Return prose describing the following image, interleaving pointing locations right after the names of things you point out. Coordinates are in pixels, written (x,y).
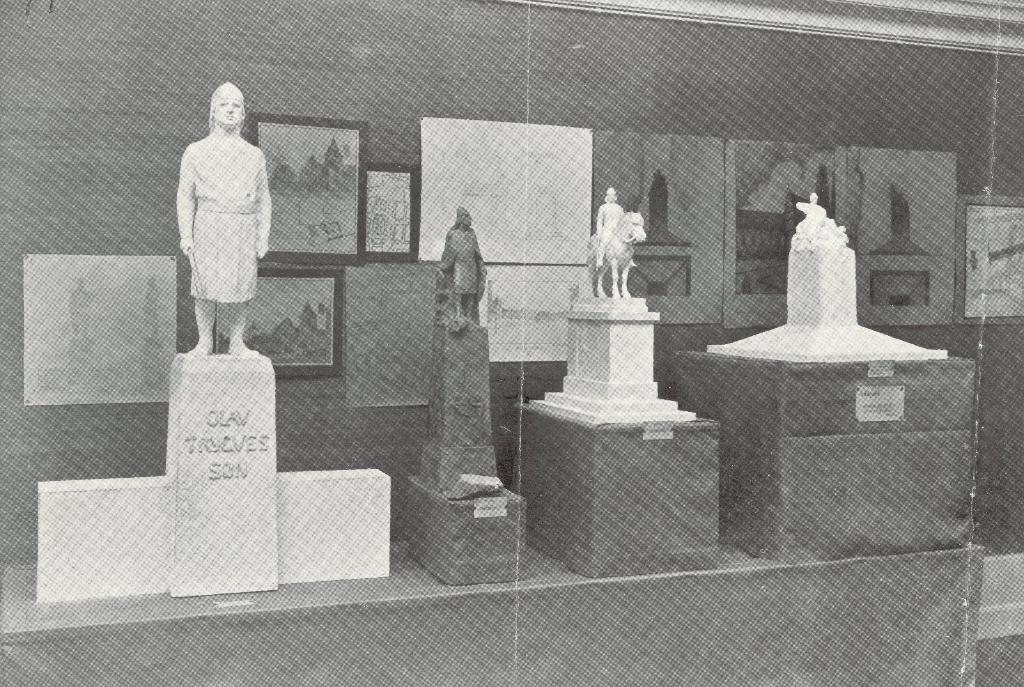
We can see sculptures (455,300) on stones (191,471). In the background (270,269) we can see frames (339,242) and poster (107,297) on a wall (103,48).
